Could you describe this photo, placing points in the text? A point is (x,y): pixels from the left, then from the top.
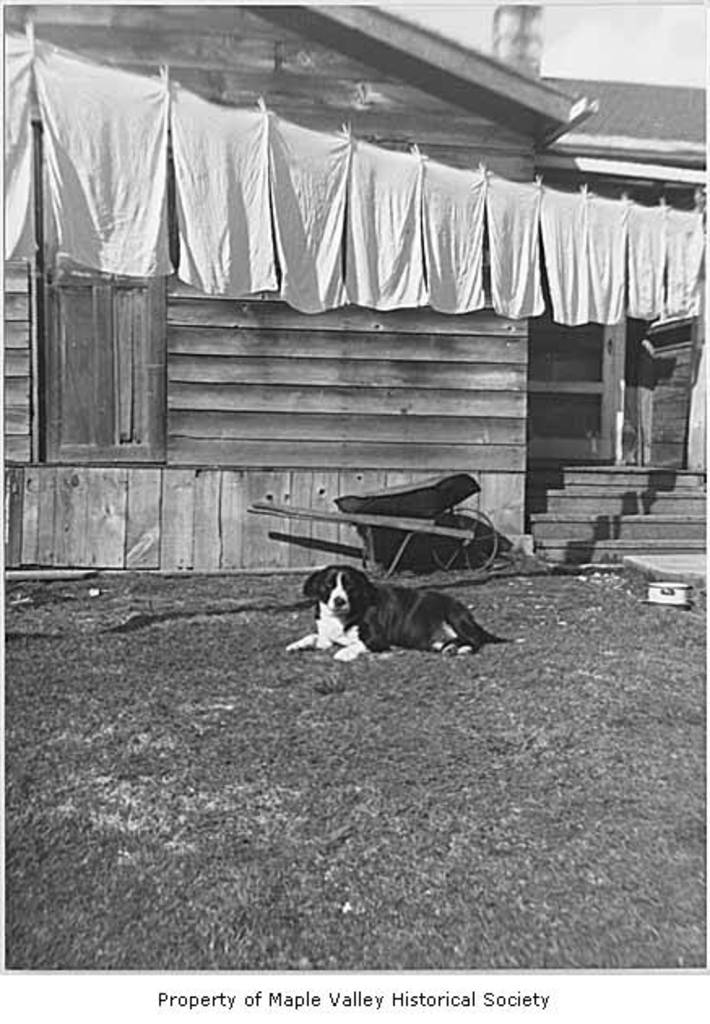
In this black and white image there is a dog (414,601) on the surface (351,676), behind the dog (427,614) there is a trolley (371,510) and there is a wooden house (254,350), there are a few clothes (311,235) hanging on the rope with clips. In the background (590,53) there is the sky (580,52).
